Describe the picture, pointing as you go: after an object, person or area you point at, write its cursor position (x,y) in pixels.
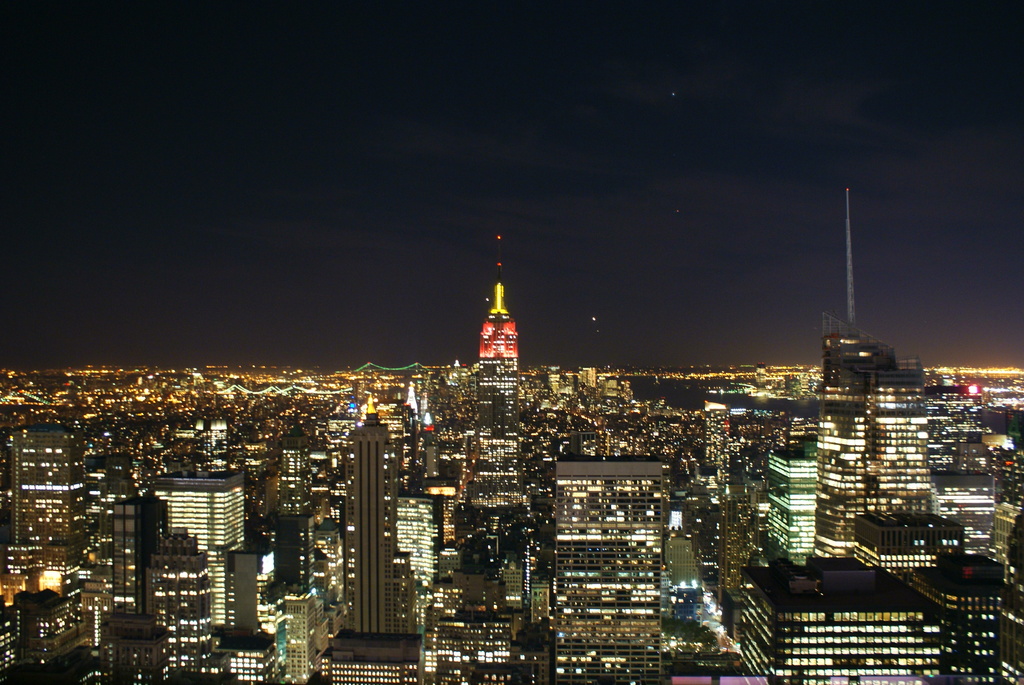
In this picture we can see buildings (345,508), skyscraper (397,497) and a sky (416,243).
